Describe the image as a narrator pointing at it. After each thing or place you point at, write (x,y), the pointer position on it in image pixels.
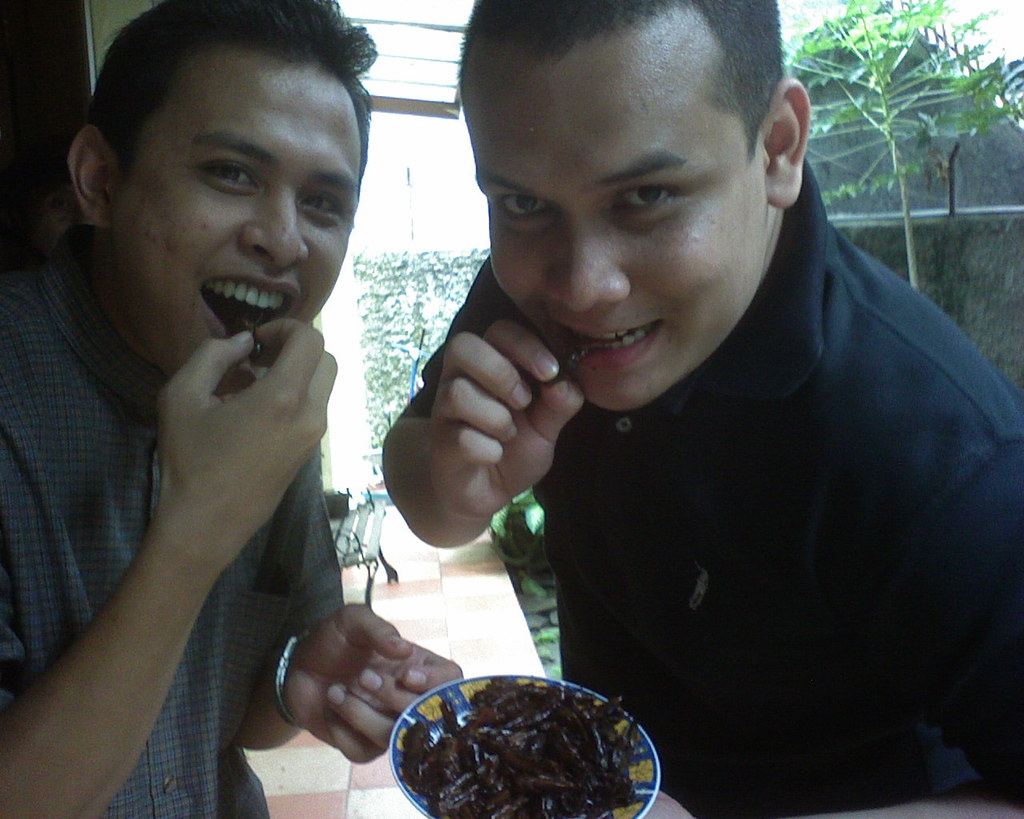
In this image we can see two persons (577,144) eating, among them one is holding a bowl (447,691) with some food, there are some plants (530,593), we can also see the wall (348,389), bench (346,519) and a tree (891,139).
